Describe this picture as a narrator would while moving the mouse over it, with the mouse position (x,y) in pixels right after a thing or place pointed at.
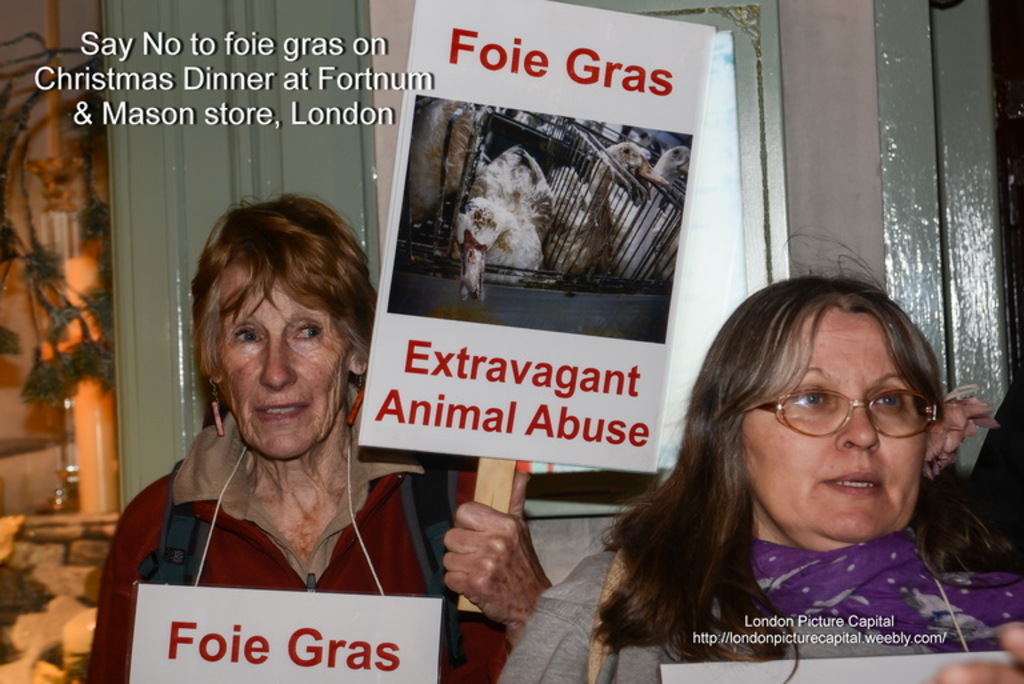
In this image I can see two persons (726,365), the person (360,555) at left (312,553) is holding a board (525,325) and the person (378,553) is wearing red and brown color dress (353,553). Background (179,179) I can see a door (203,188) and I can also see few objects (103,466).
